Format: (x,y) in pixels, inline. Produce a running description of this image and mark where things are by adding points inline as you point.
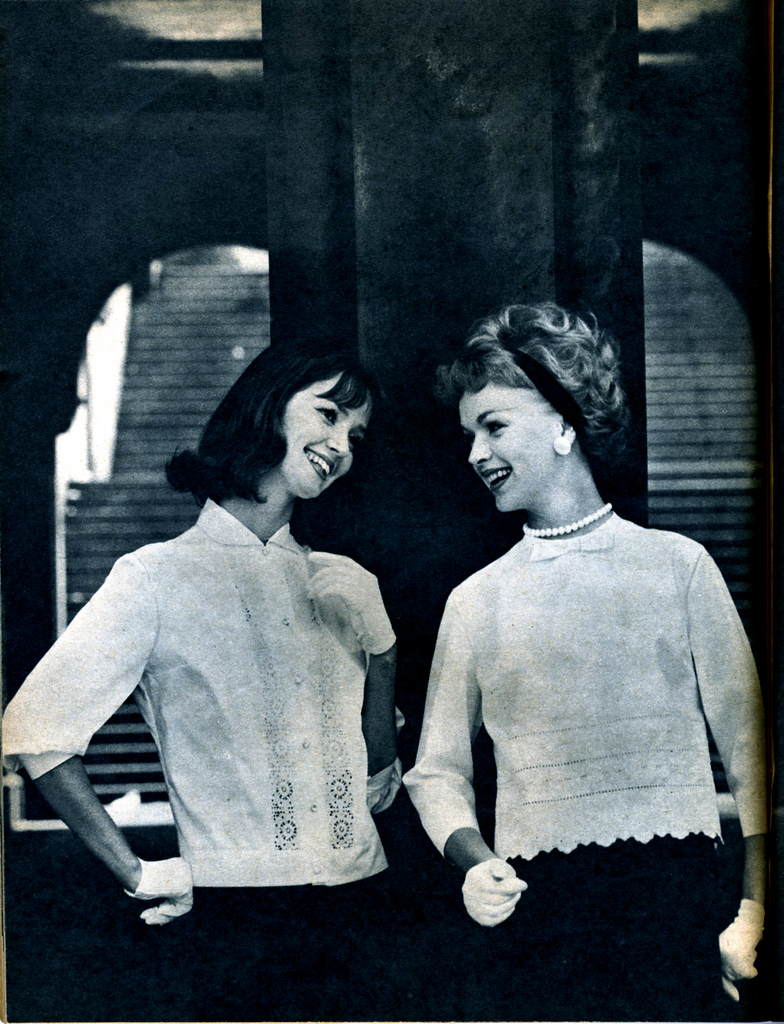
This is a black and white picture. In this picture, we can see two women (467,835) wearing gloves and smiling. In the background (450,299), we can see the stairs (751,408), wall (748,264) and pillar (413,318).
